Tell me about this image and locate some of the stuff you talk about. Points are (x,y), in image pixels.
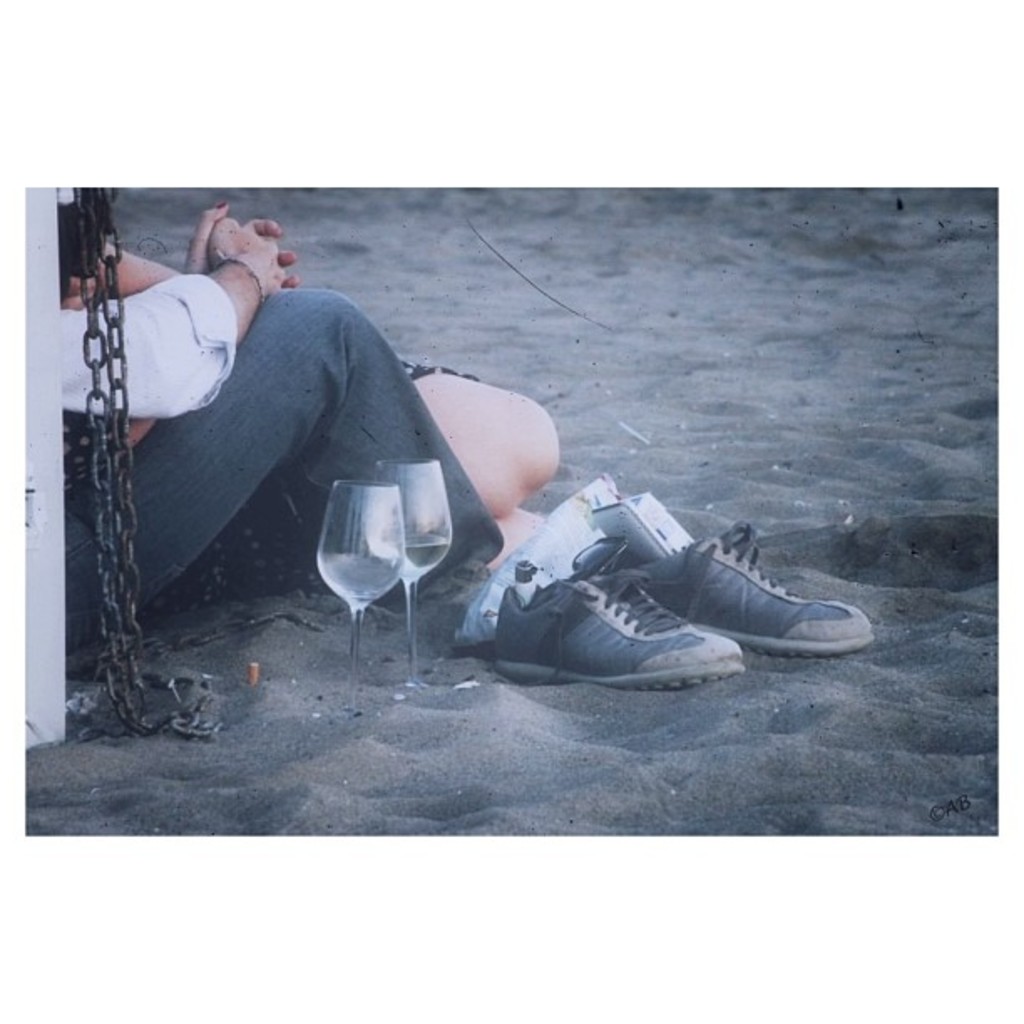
In this picture there is a boy (395,438) and a girl (82,479) on the left side of the image (193,386) and there are two glasses (414,597) and a pair of shoes (704,662) in the center of the image (544,639).
